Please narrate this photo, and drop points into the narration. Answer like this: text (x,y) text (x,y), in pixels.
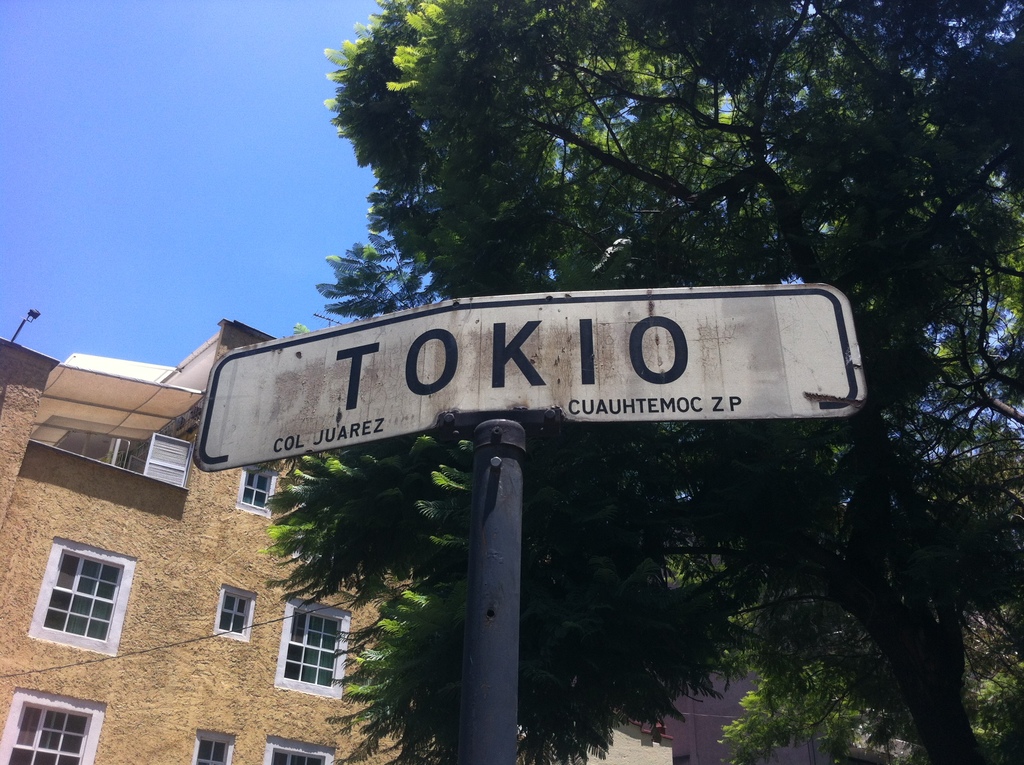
In this picture we can see a pole (473,567) with a board (392,381) and behind the pole (470,675) there are trees (641,271), buildings (175,553) and sky (158,132).
